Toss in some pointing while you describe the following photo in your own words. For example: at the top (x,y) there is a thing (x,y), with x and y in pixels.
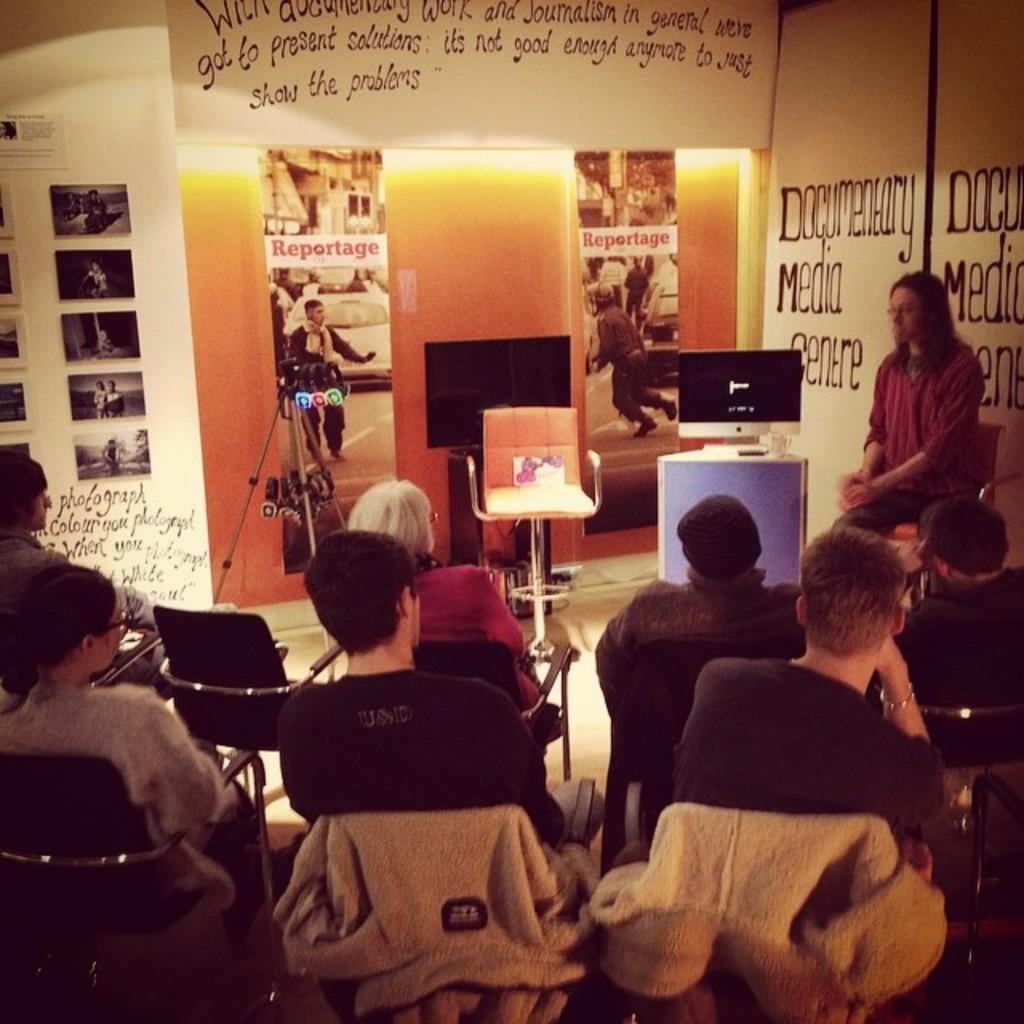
In this image there are few persons (524,661) sitting on chairs (221,646), in front of them there is a person (914,488) sitting on chair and there is a monitor (751,423) on a table (718,469), in the background (605,401) there is a wall (832,244) on that wall (521,272) there are posters (613,419) and text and there is a camera stand (303,473).
